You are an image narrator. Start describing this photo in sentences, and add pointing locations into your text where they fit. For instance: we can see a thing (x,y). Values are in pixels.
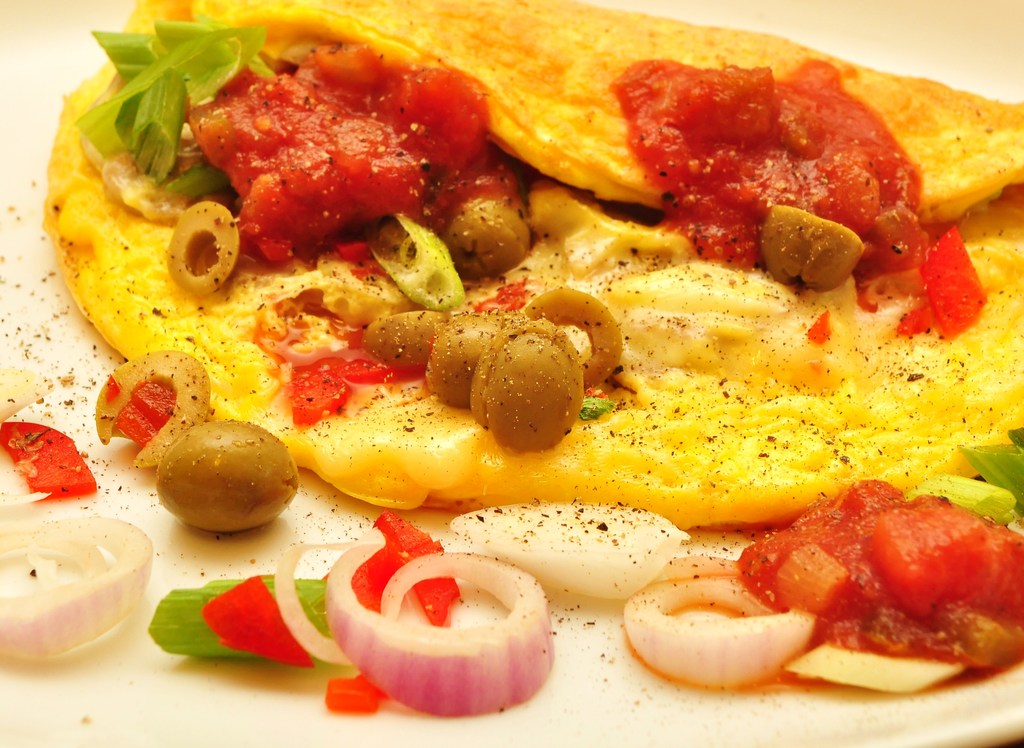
In the center of the image (407,276) we can see food (257,225) and onions (678,653) placed on the plate (59,387).
